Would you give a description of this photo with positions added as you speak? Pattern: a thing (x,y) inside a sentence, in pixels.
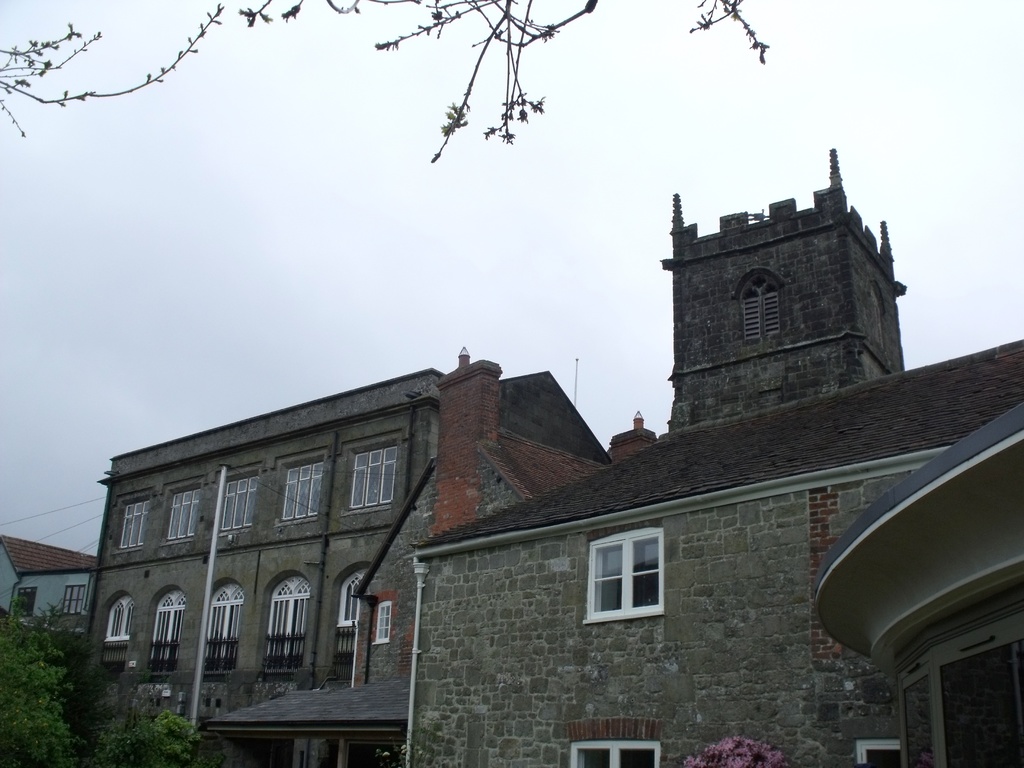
In this image there are buildings (310,648), trees (61,729) and sky (349,239).
